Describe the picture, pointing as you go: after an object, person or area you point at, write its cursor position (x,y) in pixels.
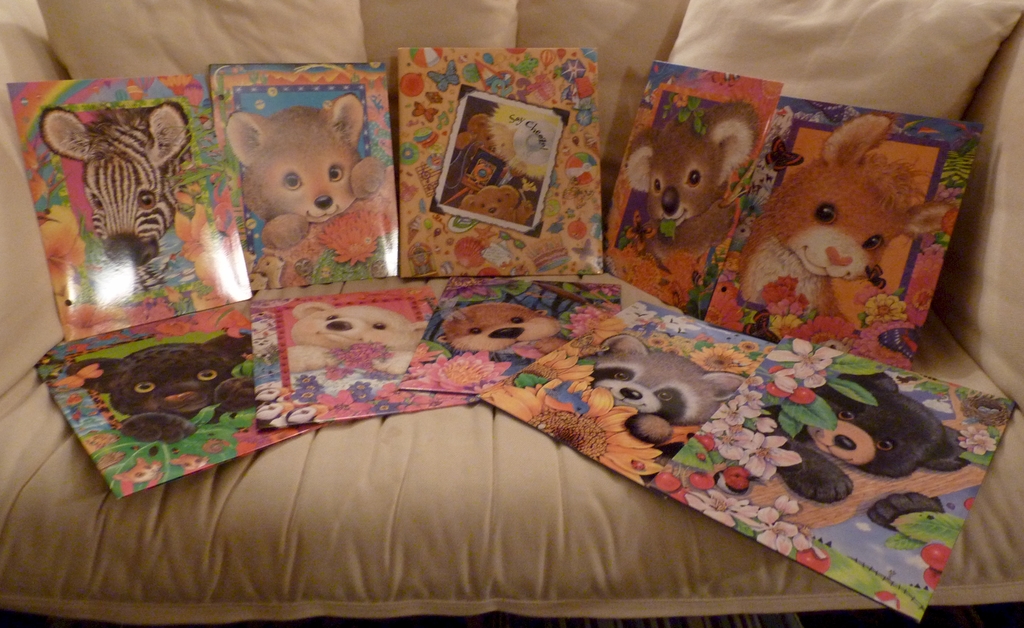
In this picture we can see couch (1023,342). On the couch (482,34) we can see posters (920,153), pillows (147,53).
